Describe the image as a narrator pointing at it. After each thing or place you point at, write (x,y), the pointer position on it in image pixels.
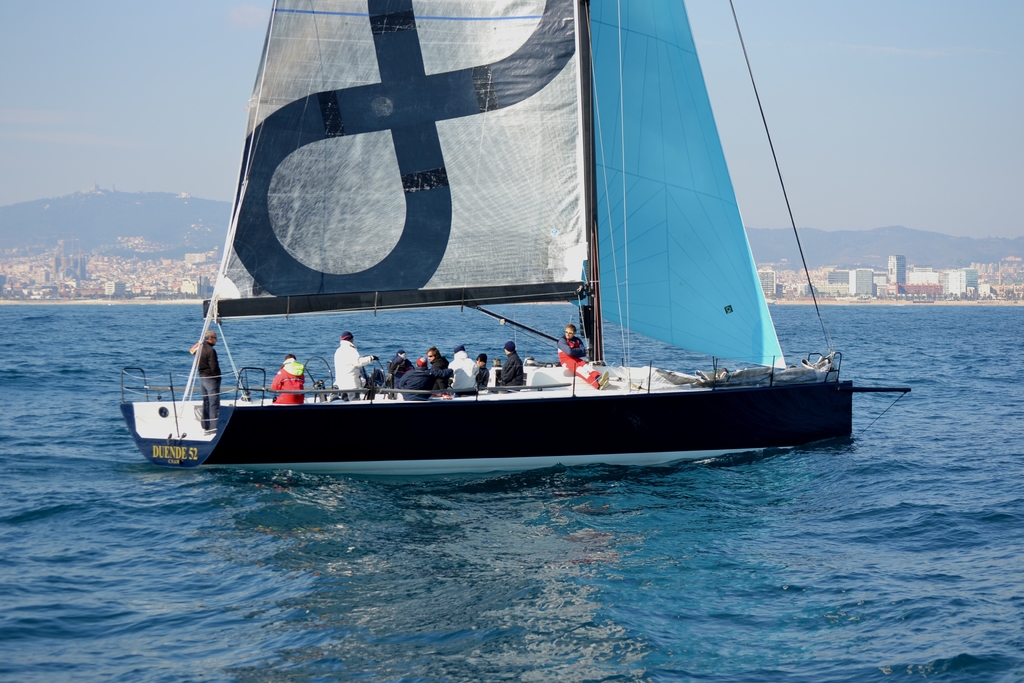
In this image we can see boat (472,18). There are people (572,354) in it. At the bottom of the image (439,586) there is water (498,625). In the background of the image (896,249) there are mountains (906,241), buildings (175,263) and sky (775,176).
